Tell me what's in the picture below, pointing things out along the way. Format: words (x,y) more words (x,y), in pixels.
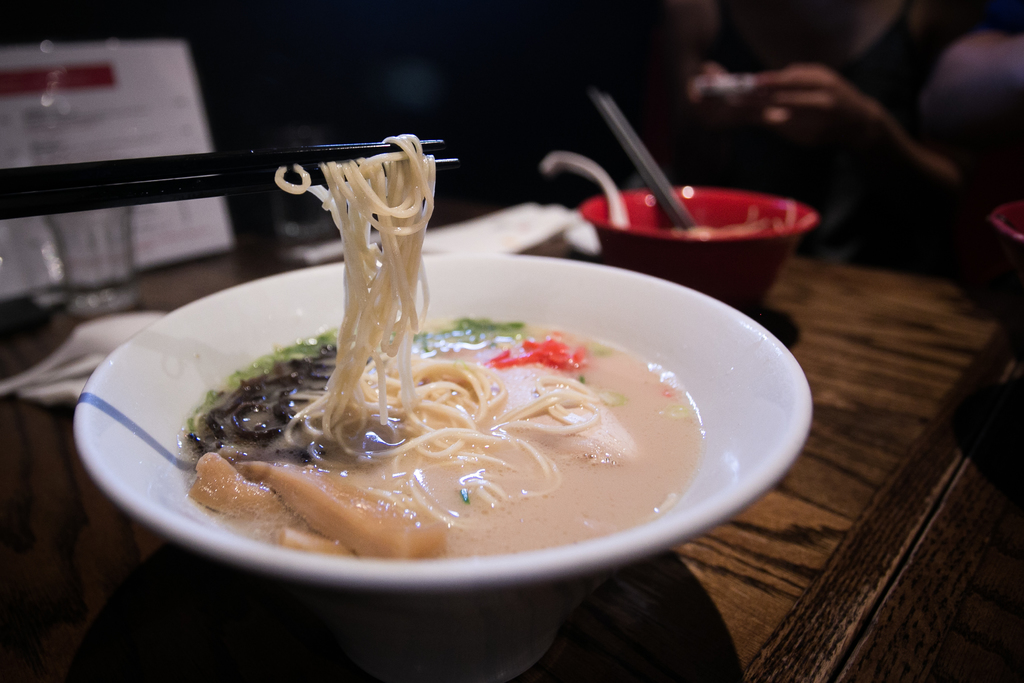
Background (796,115) is very dark and blur. Here we can see two bowls (637,291) in red and white colour with a spoon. In white colour bowl (650,532) we can see wet soft noodles (407,163). These are chopsticks (317,174). This is a table (819,419). Near to this bowl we can see a glass (97,280) and a board (194,227).
